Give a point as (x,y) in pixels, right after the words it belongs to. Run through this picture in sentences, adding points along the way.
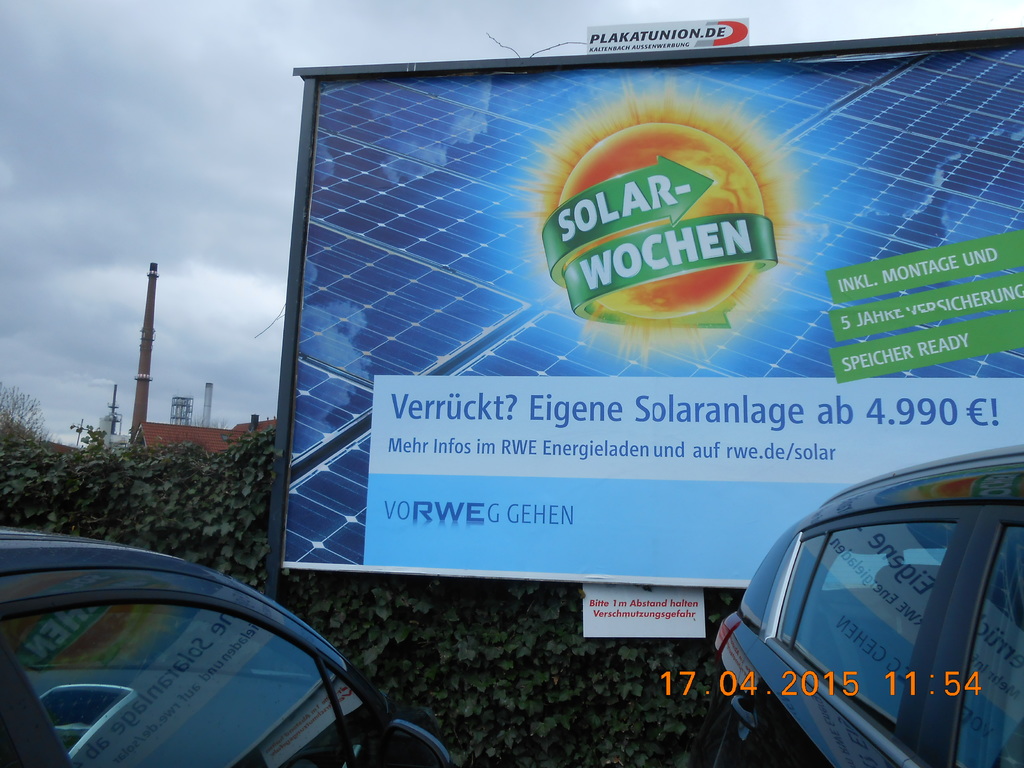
In this picture we can see a hoarding (944,234), cars (130,668), trees (344,629), building (217,451), poles (111,411) and in the background (70,203) we can see the sky (284,115) with clouds (222,255).
